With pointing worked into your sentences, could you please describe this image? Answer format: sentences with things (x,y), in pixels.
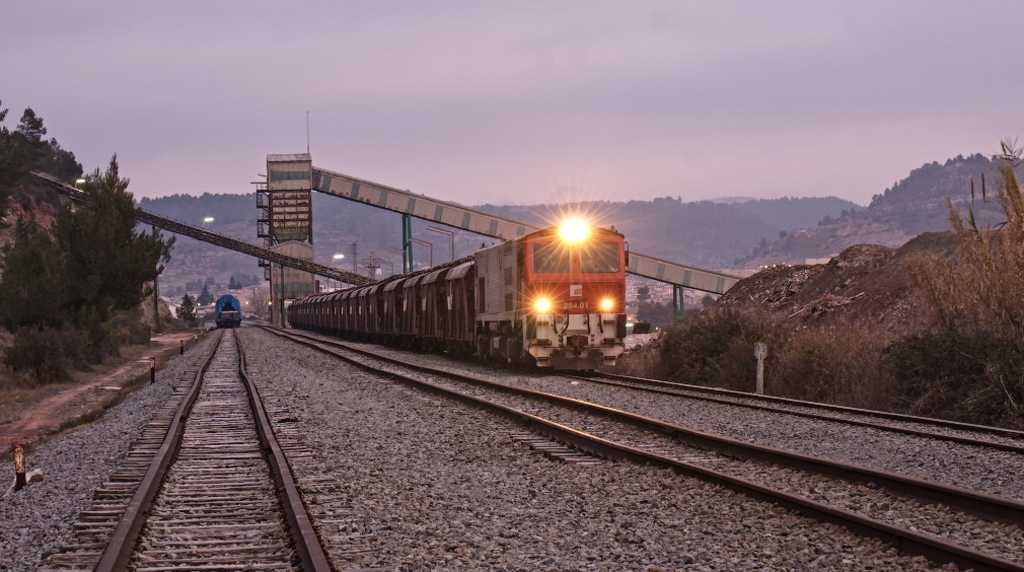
In the picture we can see a train (605,248) on the track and beside it, we can see some tracks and a train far from and on the other sides of the tracks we can see plants (963,384) and behind the train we can see a bridge (53,176) and in the background (65,133) we can see hills (630,241) and sky (719,159).
